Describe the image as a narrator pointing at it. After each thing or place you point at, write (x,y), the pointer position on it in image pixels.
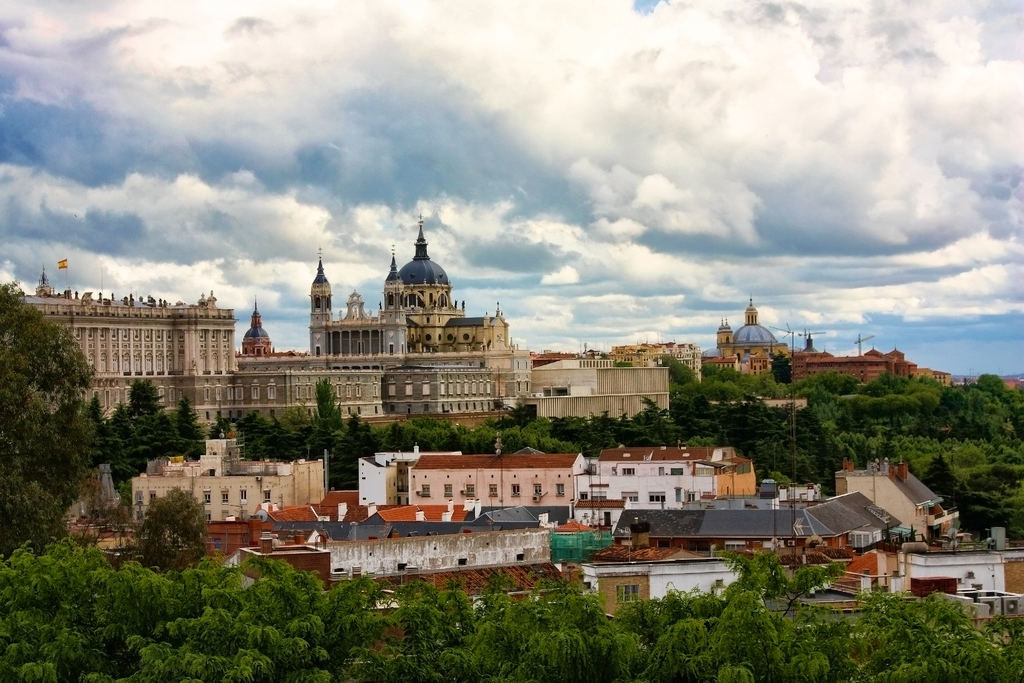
This is aerial of a city (592,471). In the foreground of the picture (58,415) there are trees (784,443), buildings (399,322). Sky (1008,187) is cloudy.
